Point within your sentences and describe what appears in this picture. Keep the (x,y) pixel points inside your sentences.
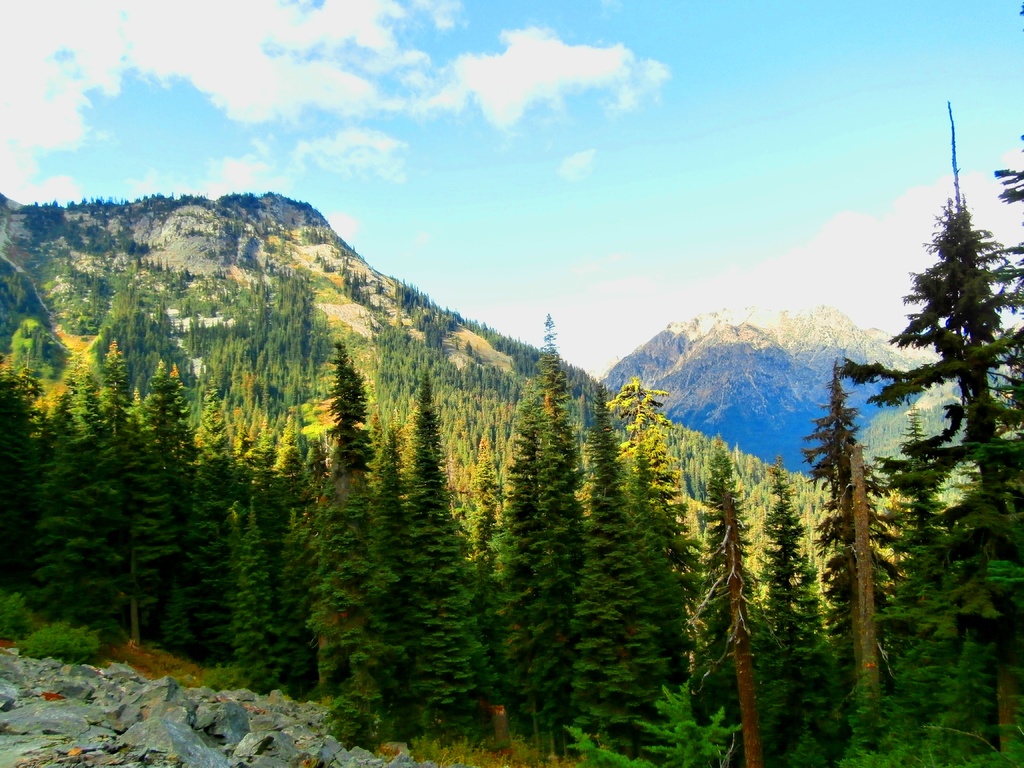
These are the stones (69,708). There are many Christmas trees (330,475) on a mountain (181,333) and the sky (617,208) is in blue color with clouds (379,108).
